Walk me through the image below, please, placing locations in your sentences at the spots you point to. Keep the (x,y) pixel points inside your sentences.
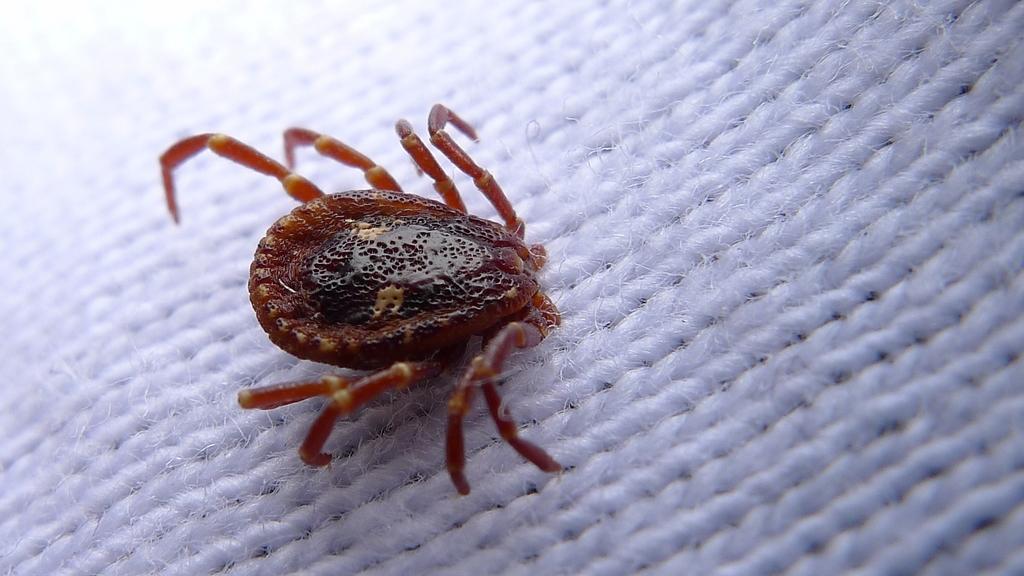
In this image there is an insect (507,227) on a cloth (935,319).
